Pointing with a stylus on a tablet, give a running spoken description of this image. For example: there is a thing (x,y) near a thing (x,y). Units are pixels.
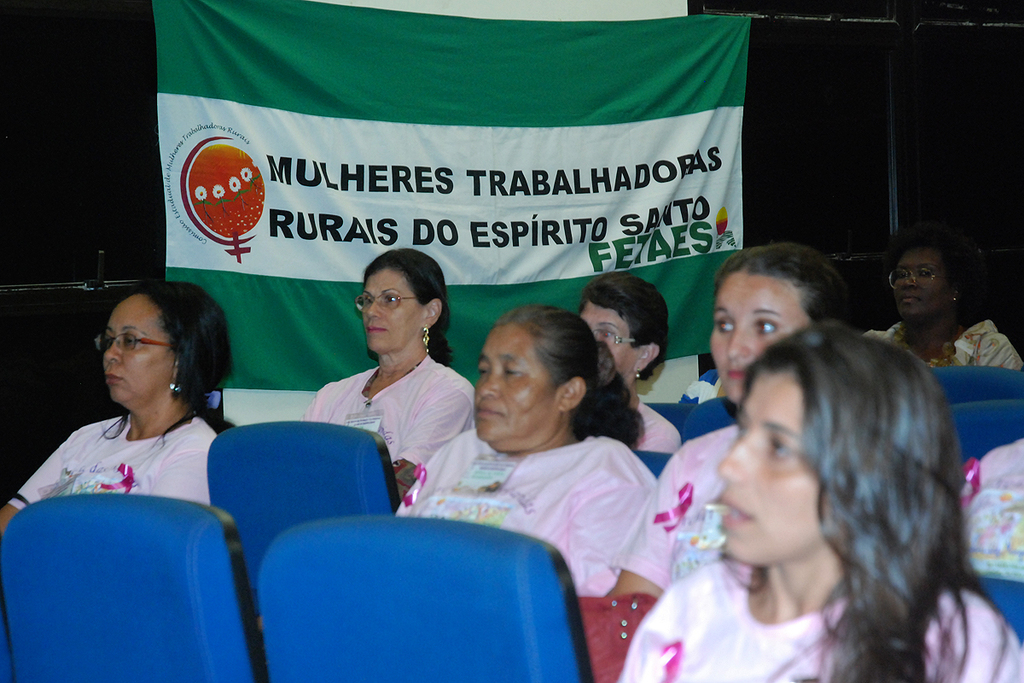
In this image we can see these people (471,433) wearing pink T-shirts (488,455) are sitting on the blue chairs (142,547). In the background (452,285), we can see a banner (265,170) and here it is dark.
